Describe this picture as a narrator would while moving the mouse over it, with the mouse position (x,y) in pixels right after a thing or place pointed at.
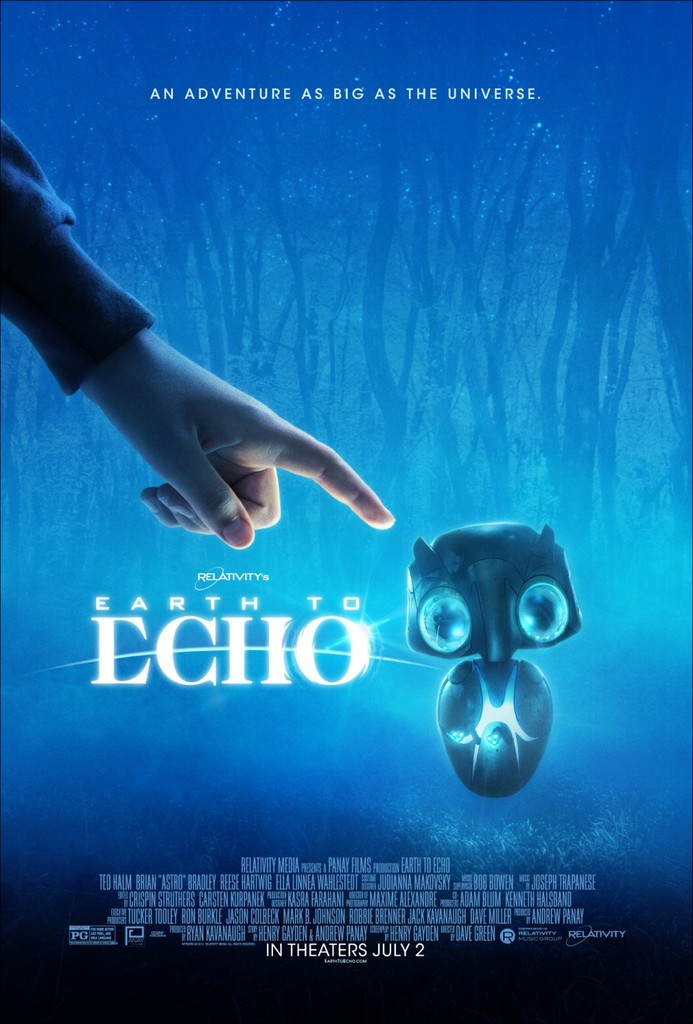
In this image we can see the poster (365,761) of a movie and at the top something written, it says an adventure as big as the universe.
